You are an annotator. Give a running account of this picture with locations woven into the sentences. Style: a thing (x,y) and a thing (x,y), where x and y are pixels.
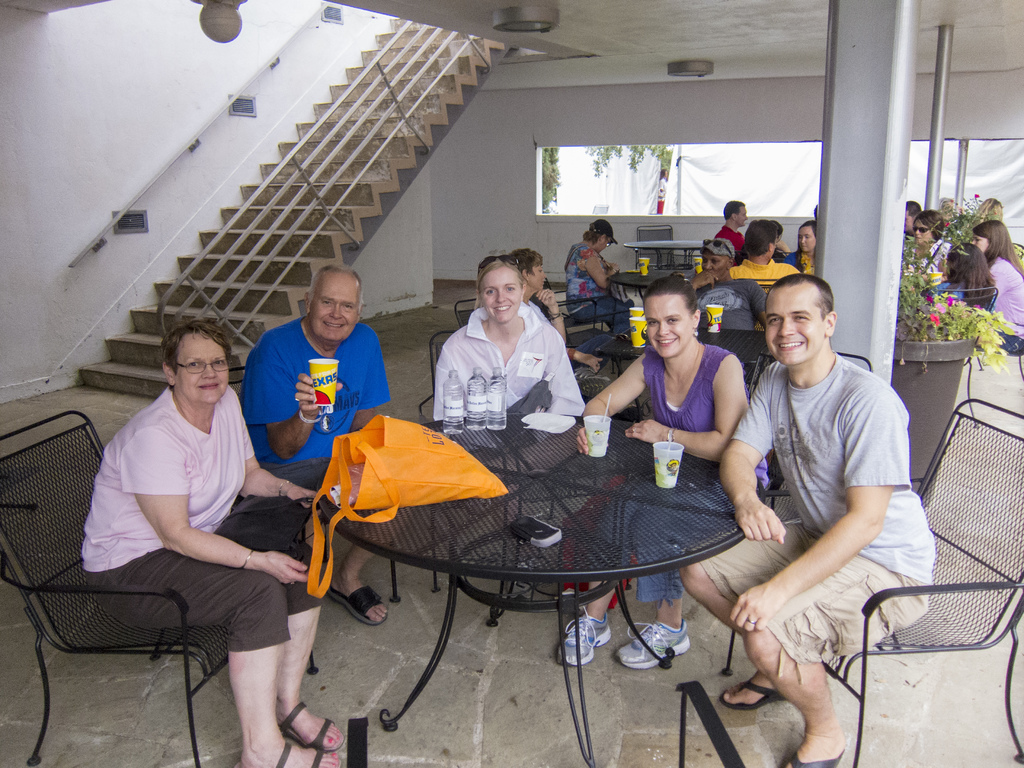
In this image we can see the stairs (330,189), chairs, tables (450,607). And we can see some people (127,536) sitting in the chairs (14,510). And we can see some objects (440,460) such as bottles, bag (429,467) on the table (637,468). And we can see the flower pots (933,307). And we can see the windows (619,172). And we can see the surrounding people (946,257). And we can see some lights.
